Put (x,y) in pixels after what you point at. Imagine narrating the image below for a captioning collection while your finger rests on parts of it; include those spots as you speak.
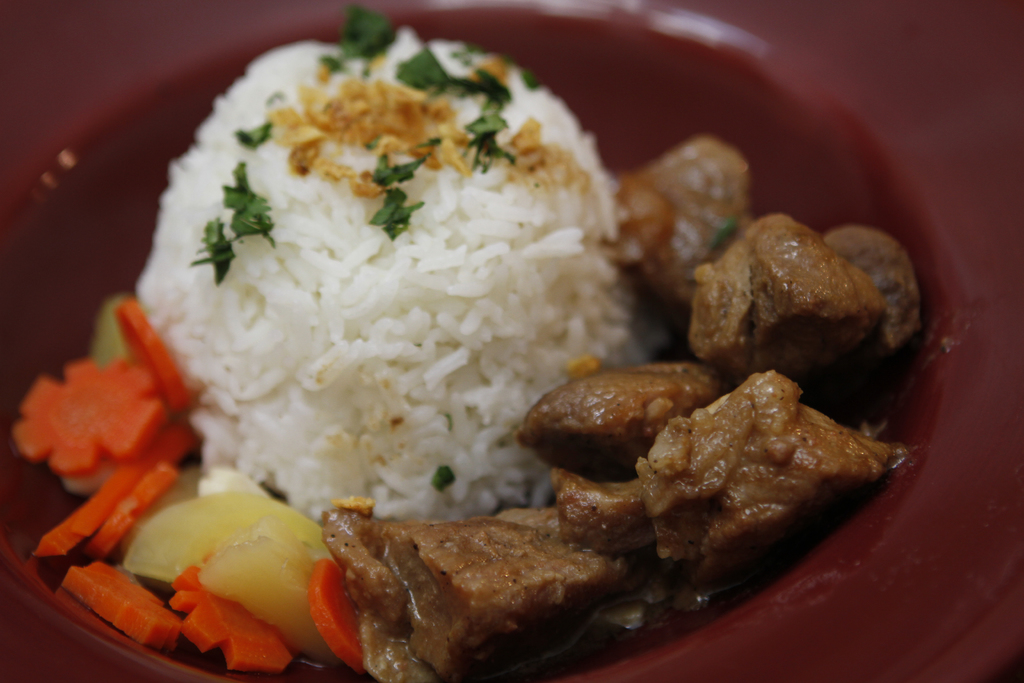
This image consists of a bowl (1010,618) in which we can see the rice (546,322) along with meat (619,524) and carrot slices (128,455).
